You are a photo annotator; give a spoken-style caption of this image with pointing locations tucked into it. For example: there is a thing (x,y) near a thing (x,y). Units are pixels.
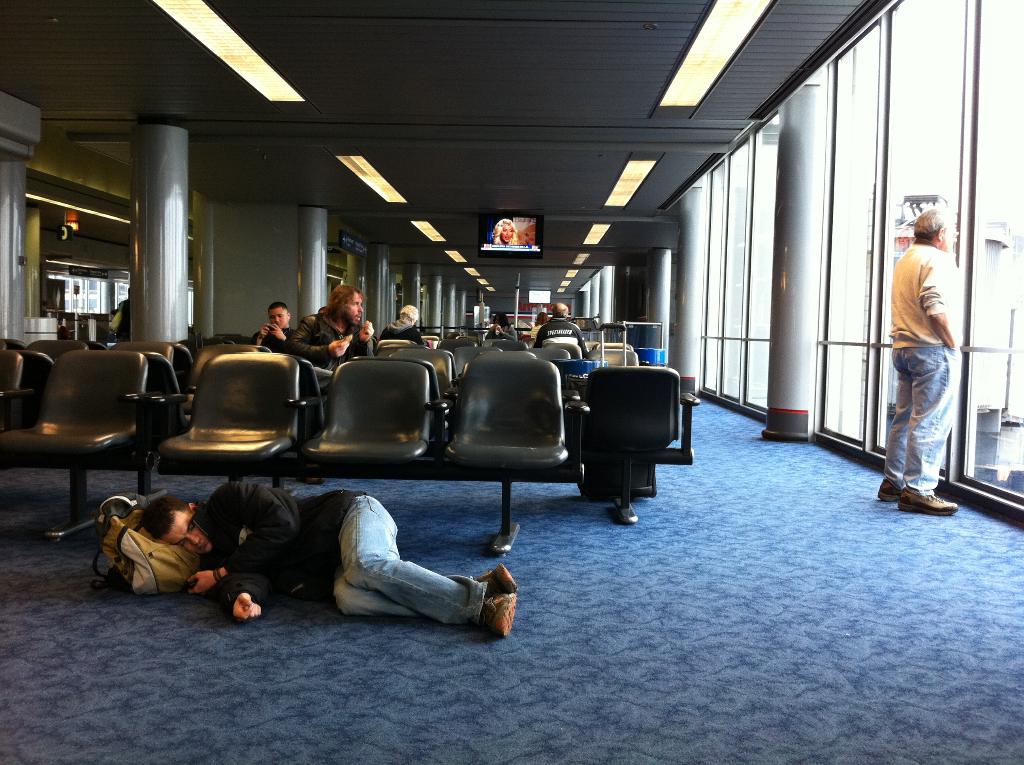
In this image i can see few people (336,301) sitting on chairs (553,371) and a person (327,517) lying on the floor (169,609), to the right corner (948,508) i can see another person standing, In the background (529,227) i can see a television screen (511,241), the roof (531,122) and lights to the roof (422,181).
